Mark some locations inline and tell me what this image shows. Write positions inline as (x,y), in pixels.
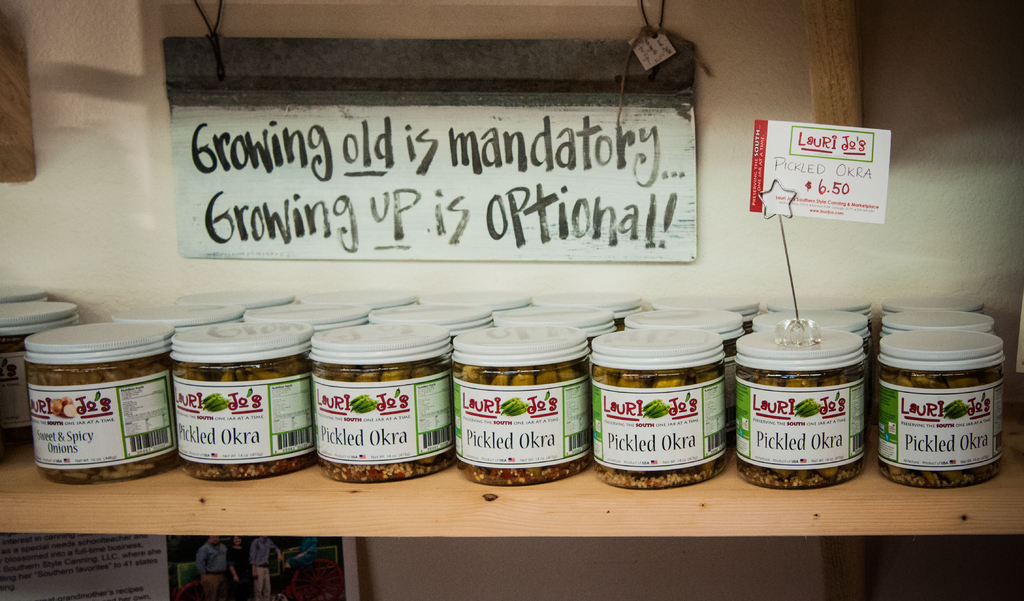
In this image I can see few glass bottles (941,438) on the wooden rack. Background (587,192) I can see a white color board (621,184) attached to the wall (763,92) and the wall (737,79) is in white color.
